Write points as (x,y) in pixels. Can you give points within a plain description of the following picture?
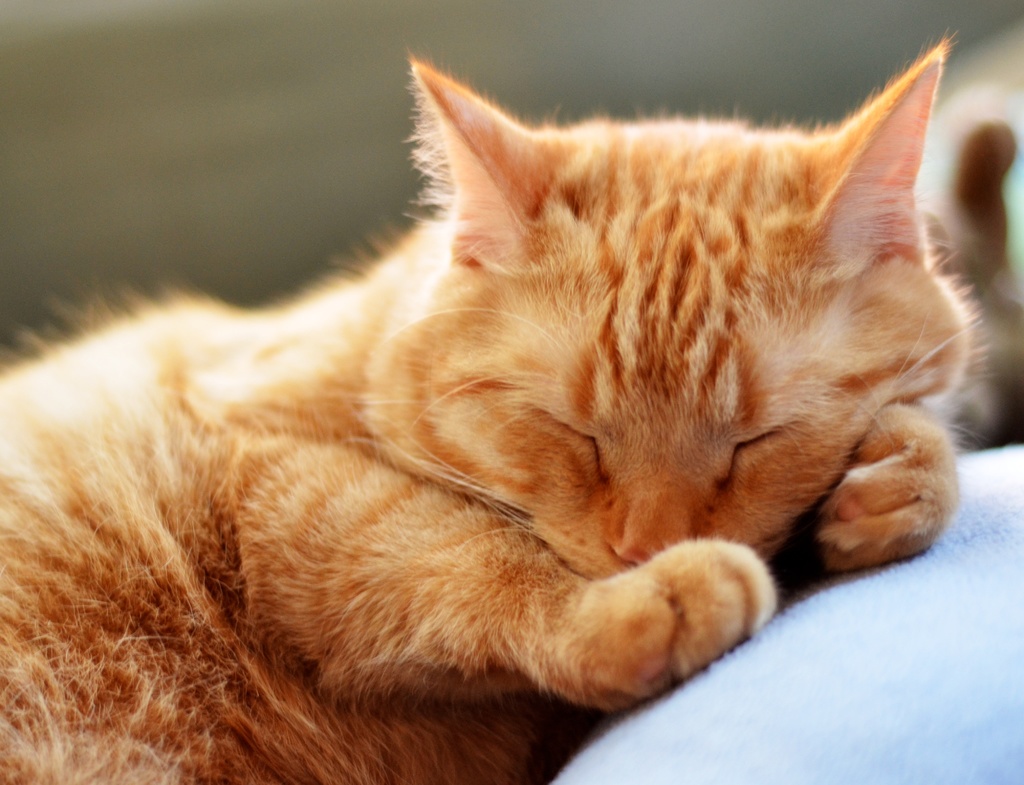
Here in this picture we can see a cat (629,465) laying on a bed (893,632) over there.
